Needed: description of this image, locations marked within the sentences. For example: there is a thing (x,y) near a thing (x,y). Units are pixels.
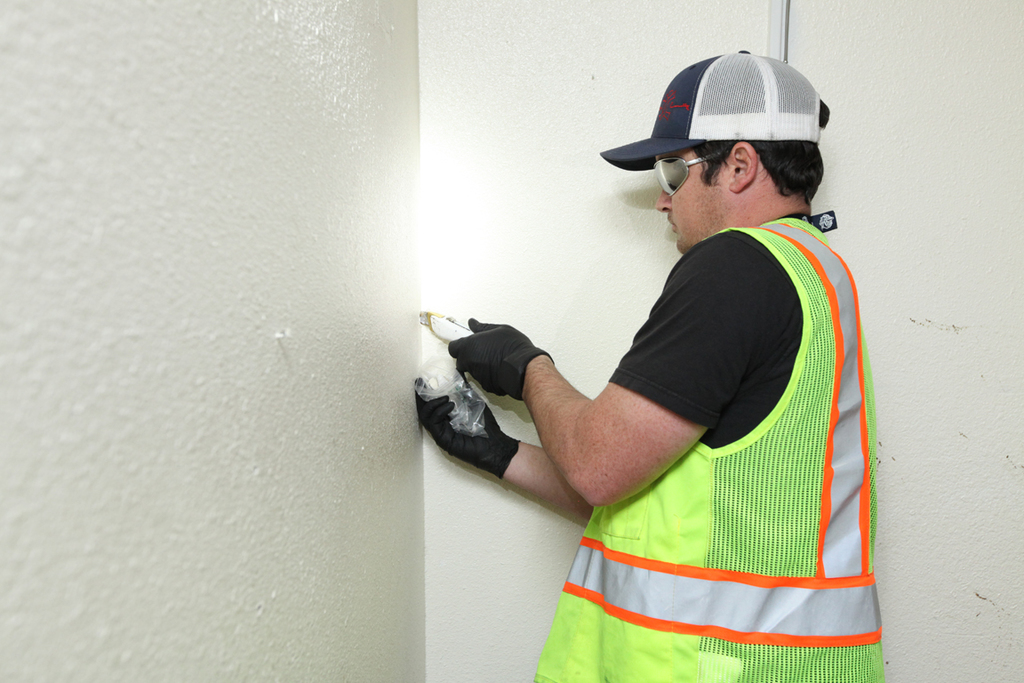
In this image I can see a man (537,466) in the front (734,489) and I can see he is wearing neon colour jacket (703,461), black gloves (484,328), shades (674,195), black t shirt (754,310) and a cap (665,142). I can see he is holding a white colour thing (450,338) and a plastic (456,379). On the left side (3,429) and in the background (519,94) I can see white colour walls (414,211).
